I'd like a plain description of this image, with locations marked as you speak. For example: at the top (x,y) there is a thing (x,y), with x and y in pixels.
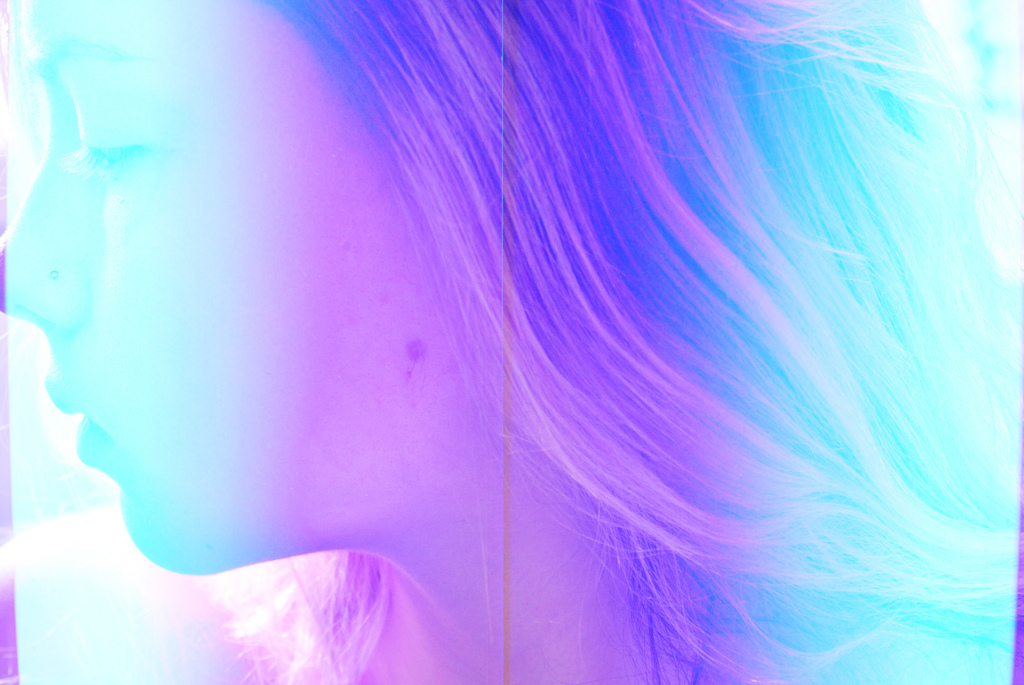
In this picture there is a girl (251,235) in the image.
